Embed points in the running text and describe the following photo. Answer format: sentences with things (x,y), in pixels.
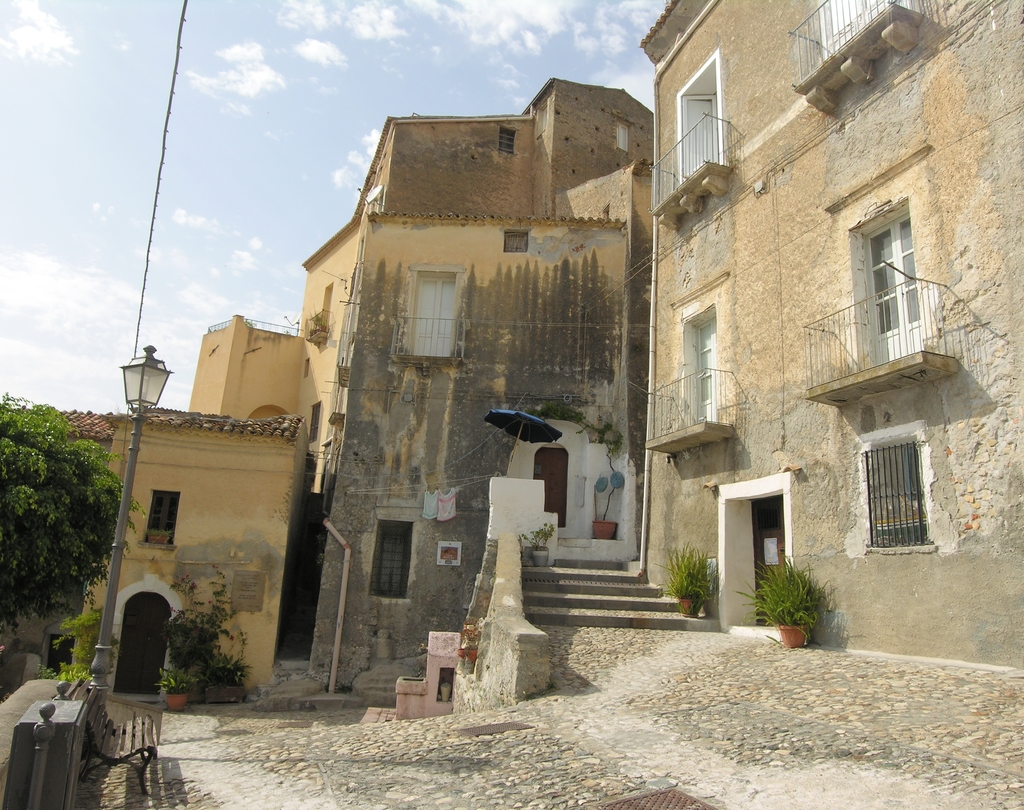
In this picture I can observe buildings (422,408) which are in yellow color. On the left side (134,375) I can observe a pole (107,600) to which light (130,390) was fixed and a bench (115,728). There are some plants (57,545) on the left side (24,570). In the background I can observe some clouds (185,209) in the sky (187,182).
